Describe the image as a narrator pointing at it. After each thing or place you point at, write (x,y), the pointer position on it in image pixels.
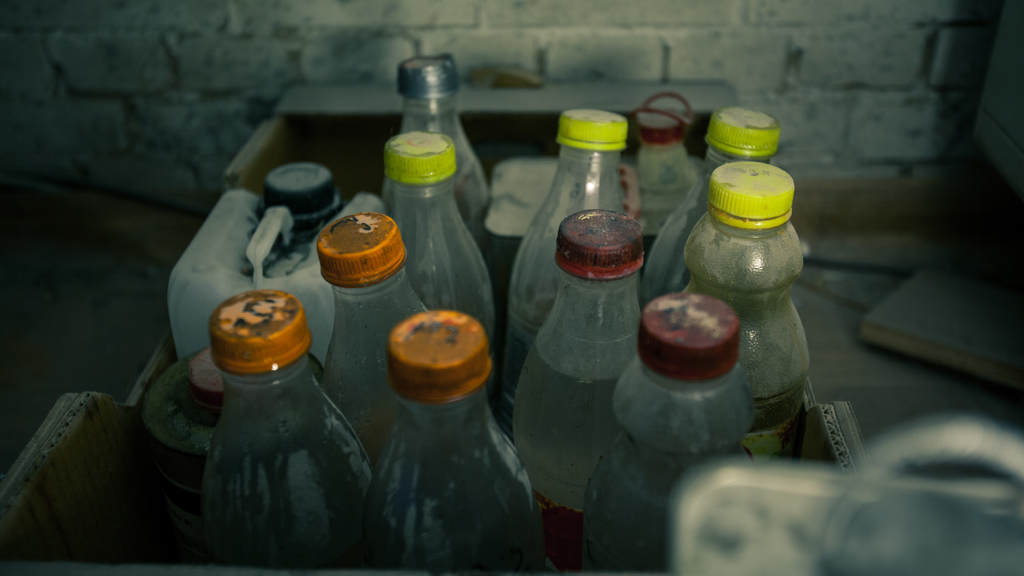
In this picture there are some bottles (450,331) and a cans (252,260) which are placed in the basket (288,157). In the background (273,44) there is a wall (526,23).
